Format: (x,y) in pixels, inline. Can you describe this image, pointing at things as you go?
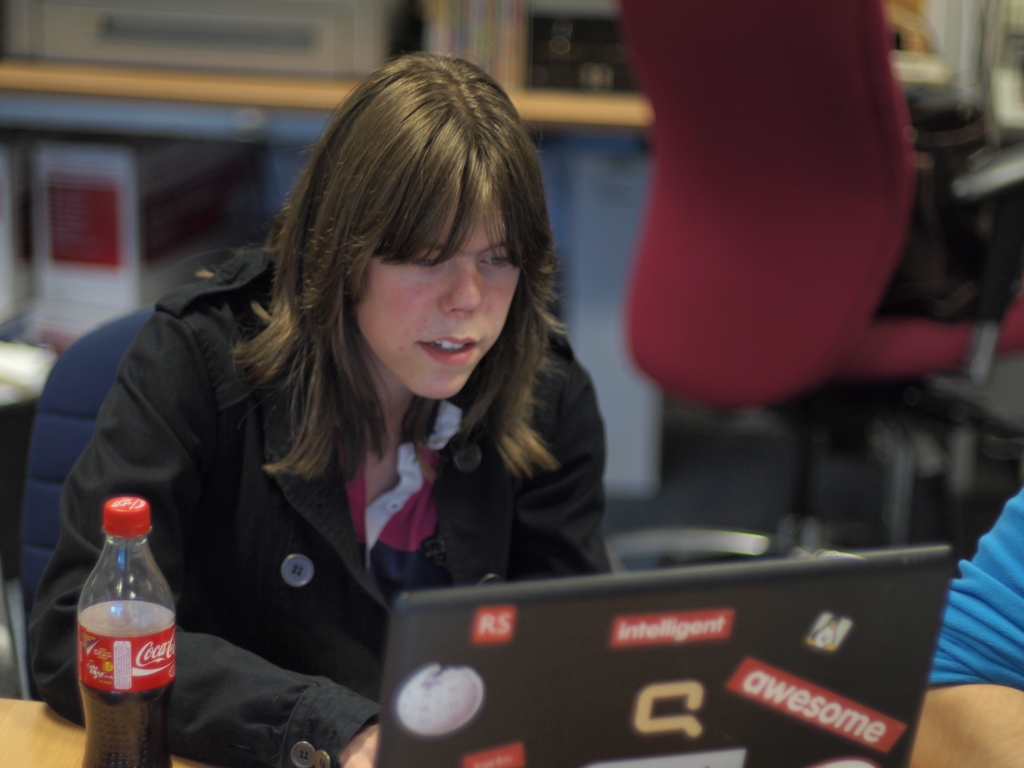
There is a woman (251,448) sitting in the chair (95,401), in front of a table (33,733). she is wearing a black coat (259,617). On the table (46,745) there is a laptop (539,681) and a coke bottle (131,670). Behind her there is another chair (751,278) and table (634,111), which was blurred. And the woman (479,319) is looking into the laptop (581,656).
